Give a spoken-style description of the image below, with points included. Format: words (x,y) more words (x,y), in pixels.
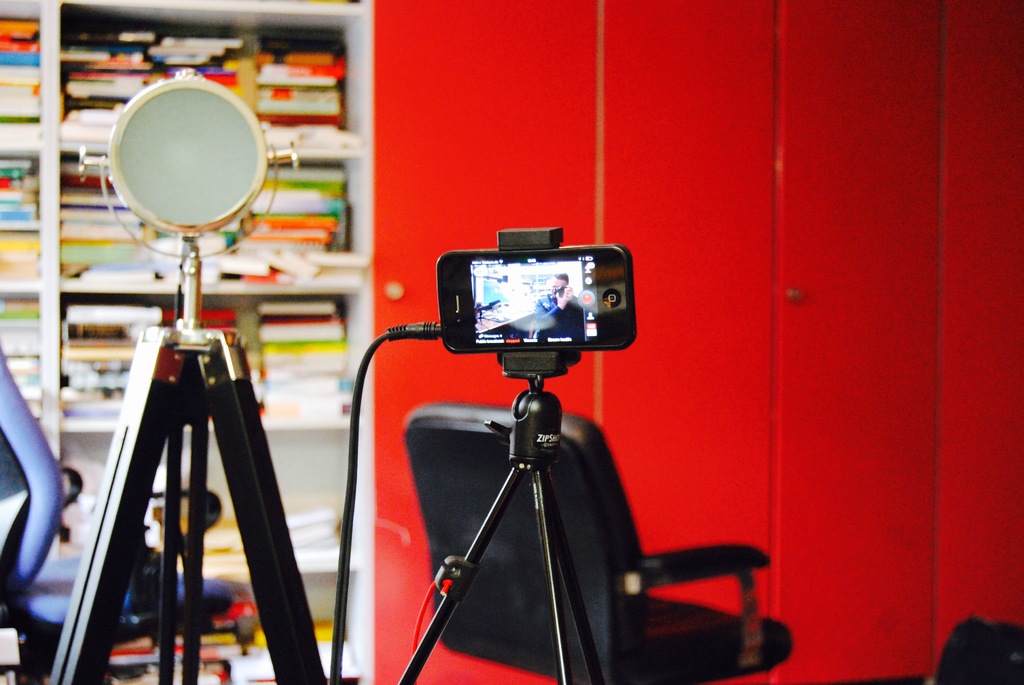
In the image we can see in front (563,291) there is a mobile phone (527,307) which is attached to the stand (534,500) and beside there is a mirror (179,185) on the stand (218,353). Behind there are doors (697,164) which are in red colour and there is a chair (634,591) kept on the floor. Behind there are books (81,59) kept in a bookshelf (51,75).
